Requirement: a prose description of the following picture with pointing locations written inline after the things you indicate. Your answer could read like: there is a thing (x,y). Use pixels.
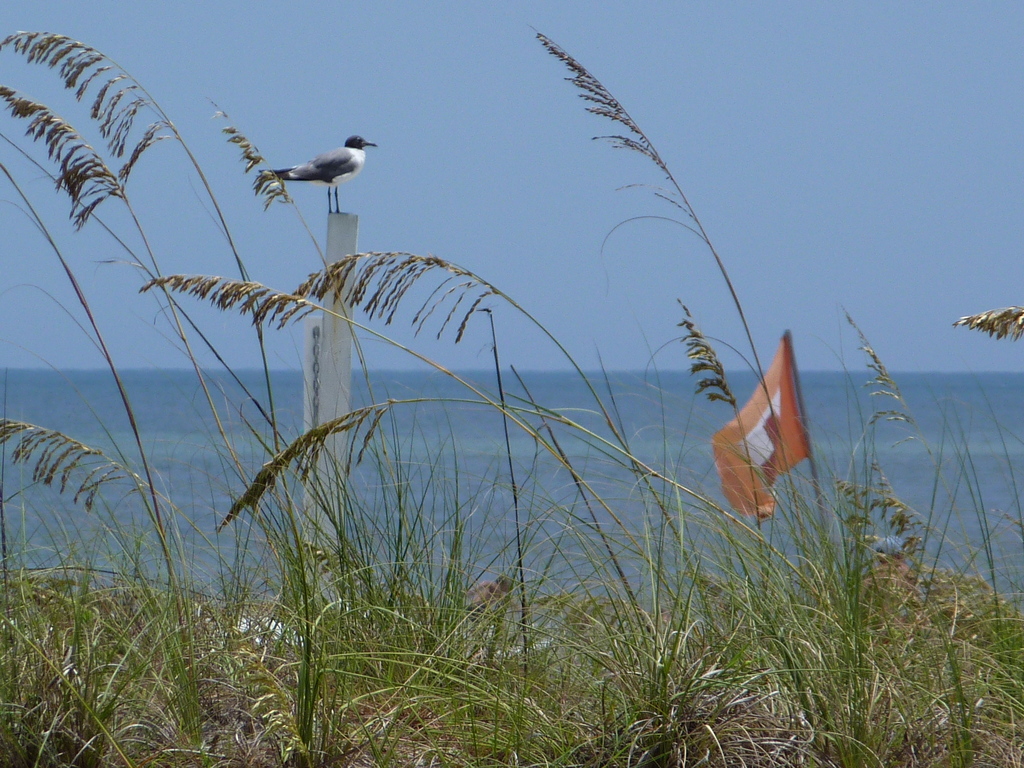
In this picture we can see the grass (188,610), bird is on the pole (347,398), behind we can see full of water (450,444).
